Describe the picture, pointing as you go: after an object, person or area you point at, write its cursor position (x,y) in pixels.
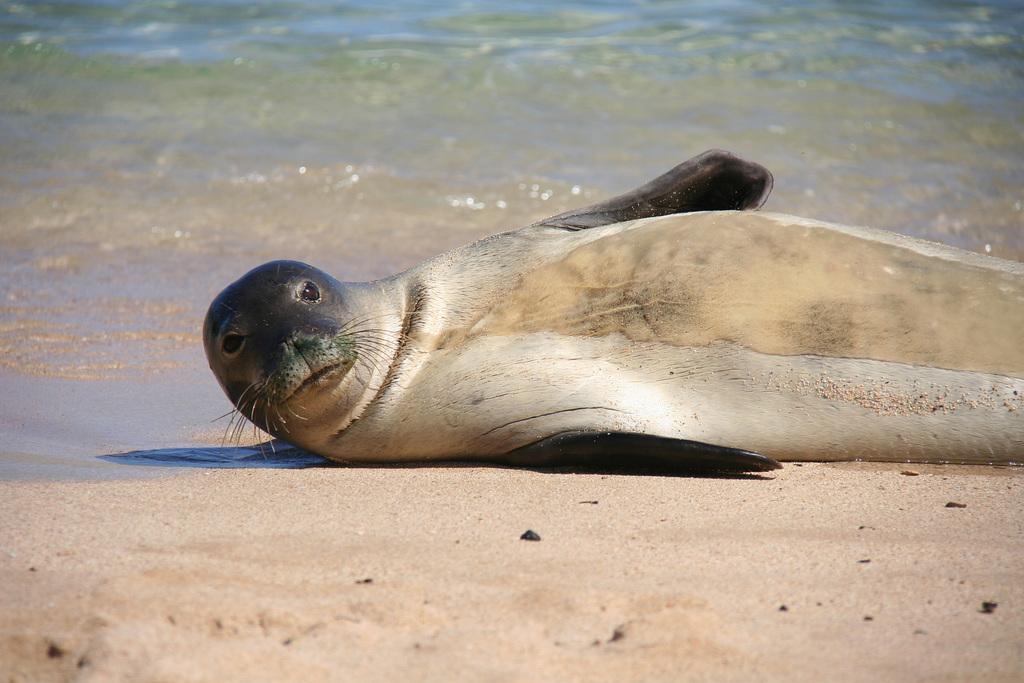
In this image on a sea beach (180,458) there is a seal (515,337). In the background (431,137) there is water (552,80).
